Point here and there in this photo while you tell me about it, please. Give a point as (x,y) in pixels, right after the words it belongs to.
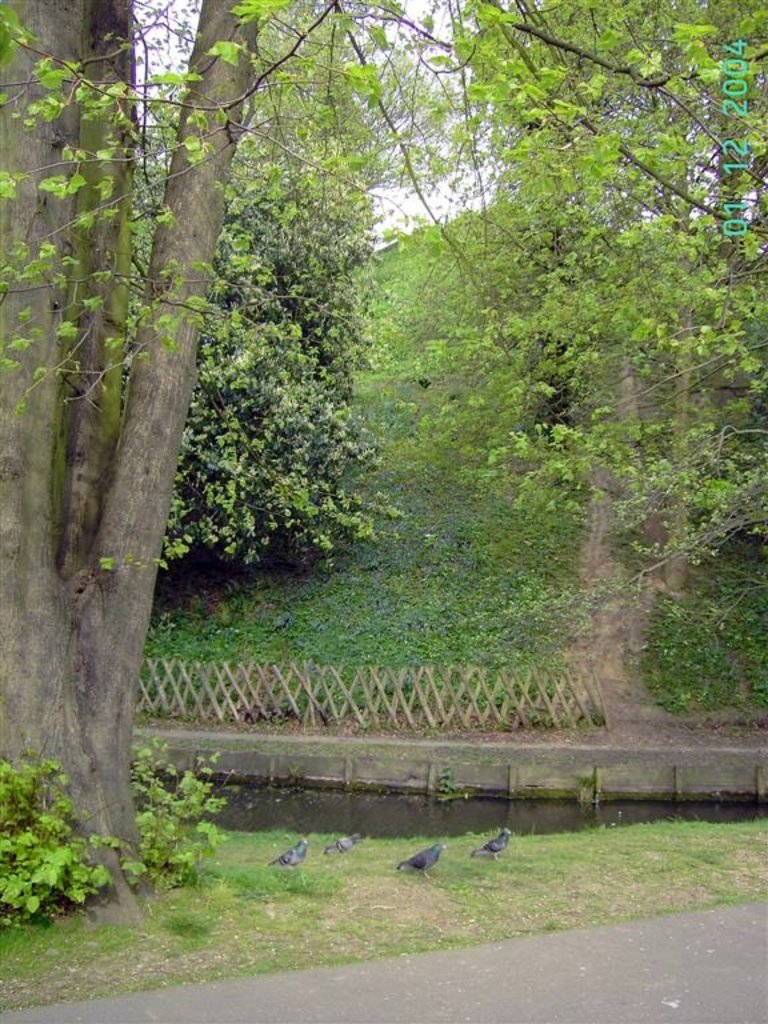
In the picture we can see some trees (140,527) on the grass surface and some plants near to it, and we can also see some part of sky (418,209) between the trees (412,126).
